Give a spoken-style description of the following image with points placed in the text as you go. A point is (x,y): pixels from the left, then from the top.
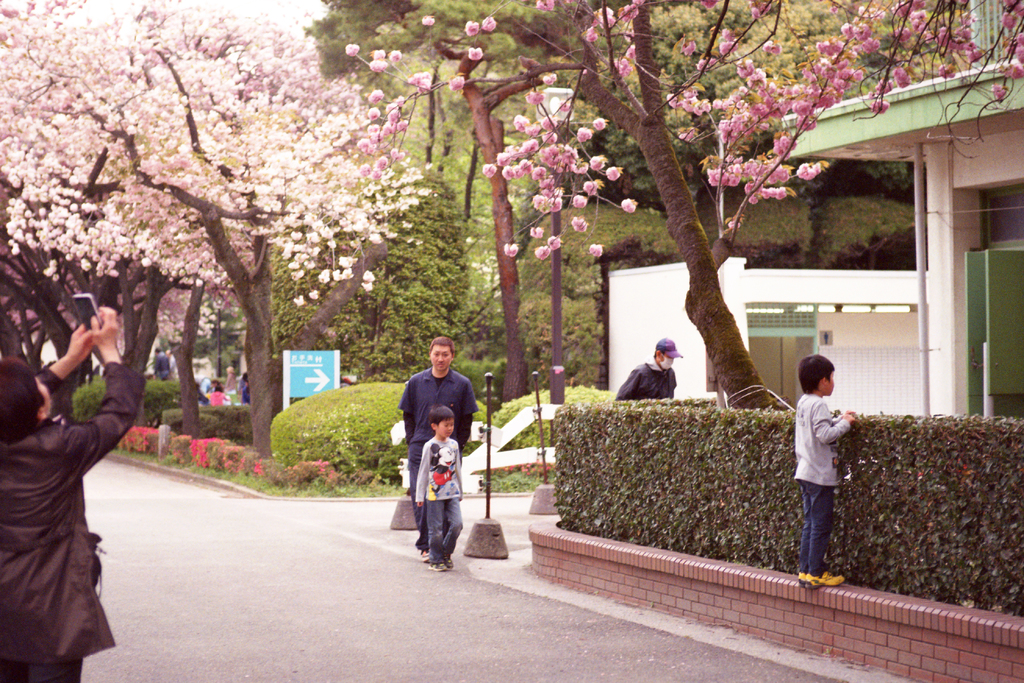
In this image we can see many people (664,371). There is road (294,518). One person (39,469) is holding a mobile (82,307). Also we can see bush (781,442) and there are trees (341,284) with flowers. In the background (522,84) there are trees (492,127). On the right side (944,323) there are buildings (813,334).
